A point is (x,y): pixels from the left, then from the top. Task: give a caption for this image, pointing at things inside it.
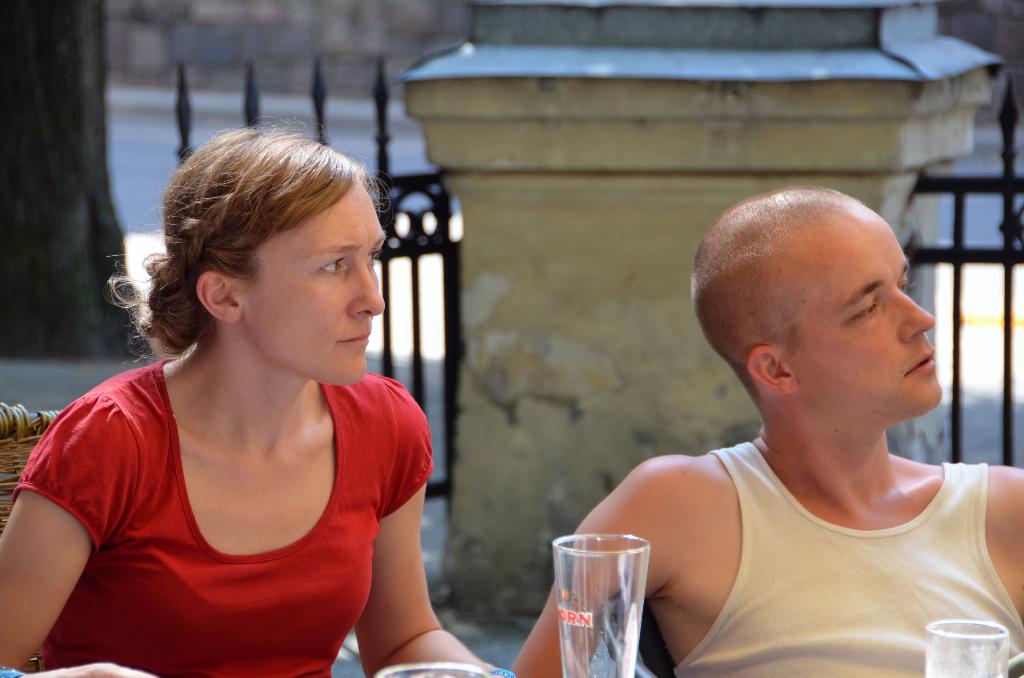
In this picture there is a man (832,354) who is sitting on the chair (657,663). Beside him there is another woman (238,385) who is wearing t-shirt (313,556) and she is sitting near to the table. On the table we can see glass (933,671) and beer glass (594,633). At the back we can see the fencing (255,92) and gate (415,360). In the background (308,108) we can see the road (271,116) and wall (340,41).
